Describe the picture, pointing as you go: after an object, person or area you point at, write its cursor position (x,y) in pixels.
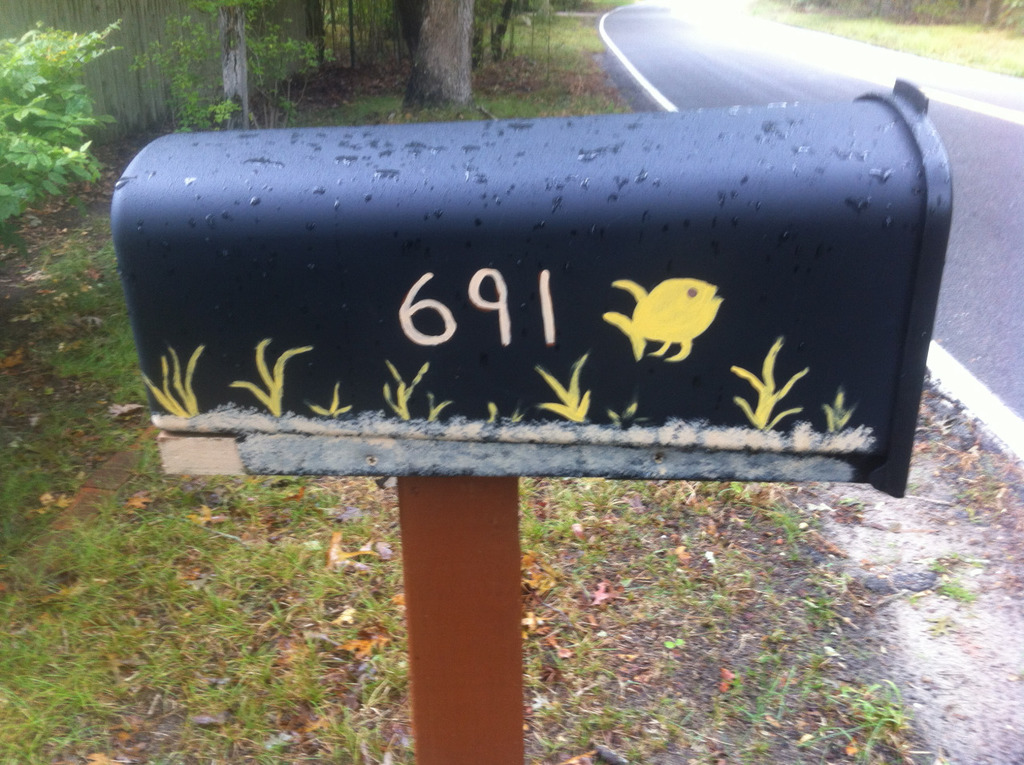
In the image we can see in front (296,390) there is a letter box (620,358). Behind there are lot of trees (394,31) and the ground (242,591) is covered with grass (273,628).
